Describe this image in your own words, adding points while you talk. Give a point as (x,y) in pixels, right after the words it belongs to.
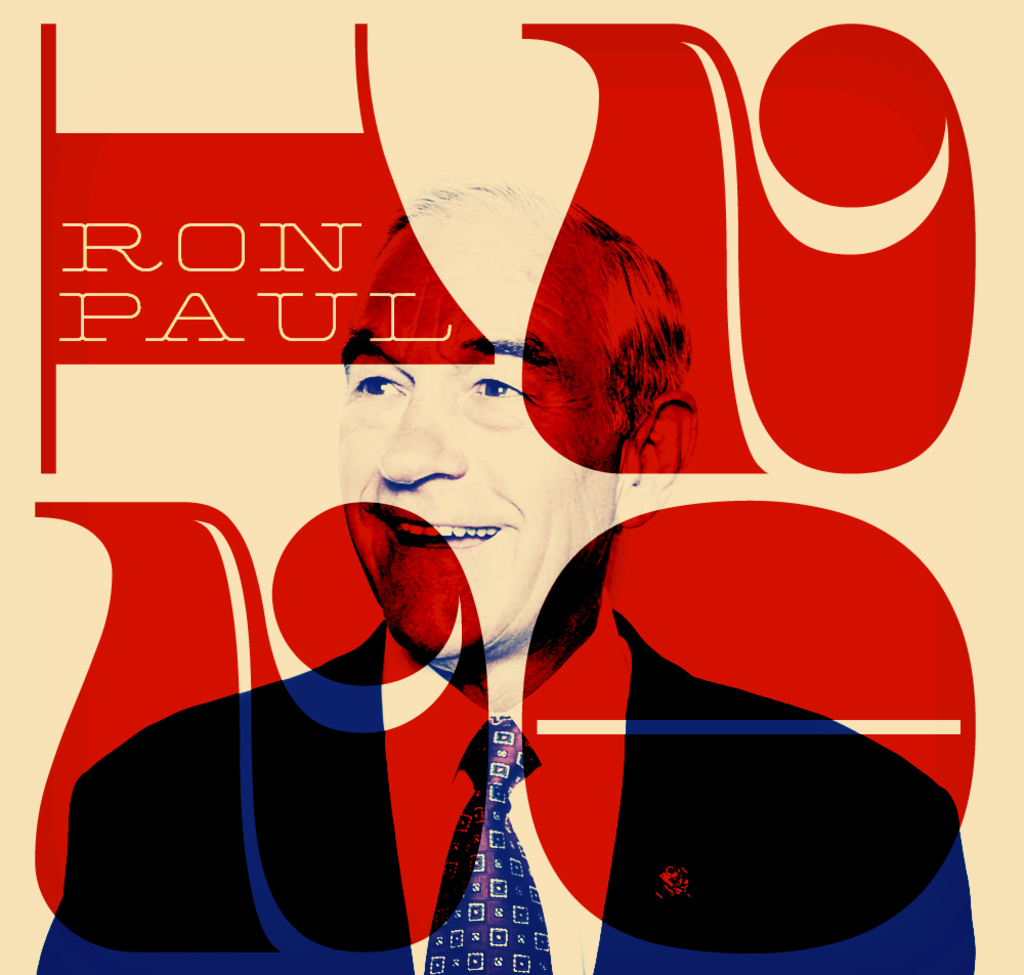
In the image there is a man (407,698) smiling. And there is something written on it. And also there are some designs (252,579).
